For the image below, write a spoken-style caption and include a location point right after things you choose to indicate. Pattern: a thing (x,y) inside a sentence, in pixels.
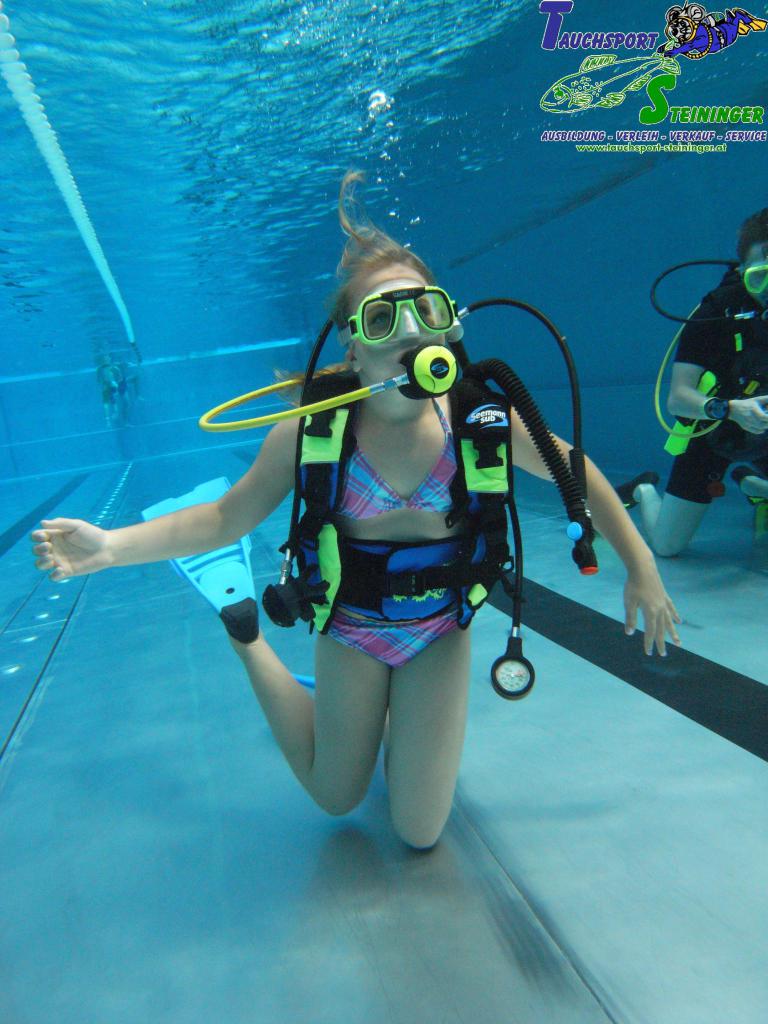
In this picture there is a girl (641,569) in the center of the image (339,371), she is swimming in the water (763,164) and there is another person (756,292) on the right side of the image (752,302), there is water (241,301) around the area of the image.
